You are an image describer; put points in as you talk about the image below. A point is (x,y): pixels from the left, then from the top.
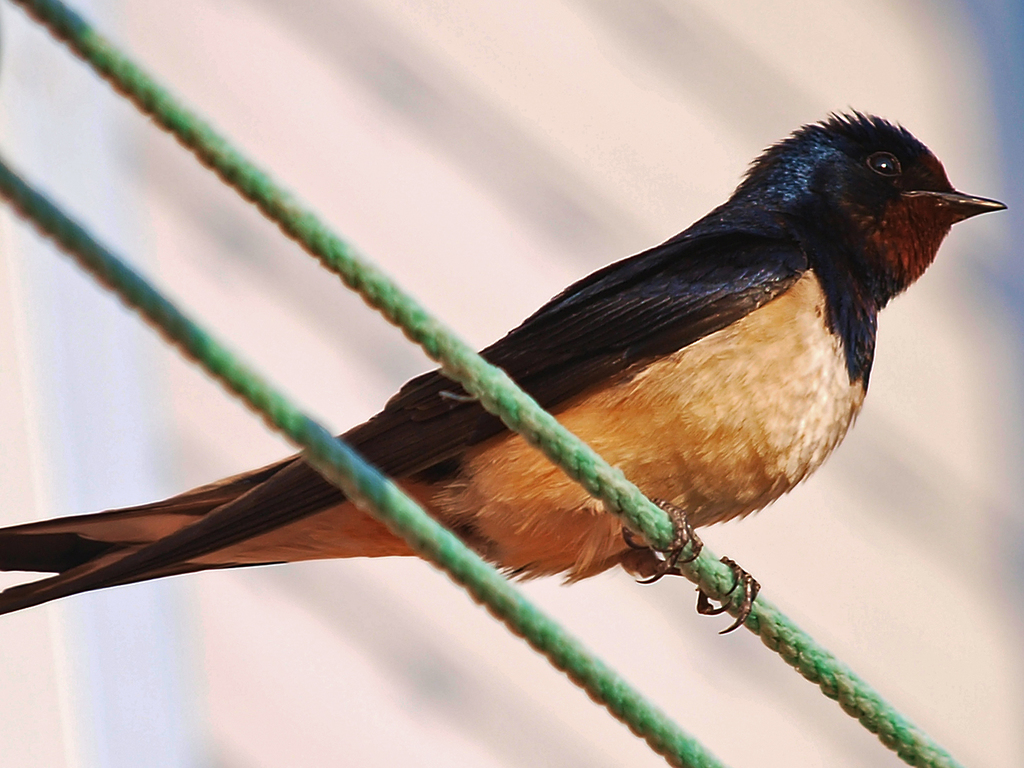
In this image there are ropes (902,739). In the center (456,461) we can see a bird (614,457) on the rope (633,508).
